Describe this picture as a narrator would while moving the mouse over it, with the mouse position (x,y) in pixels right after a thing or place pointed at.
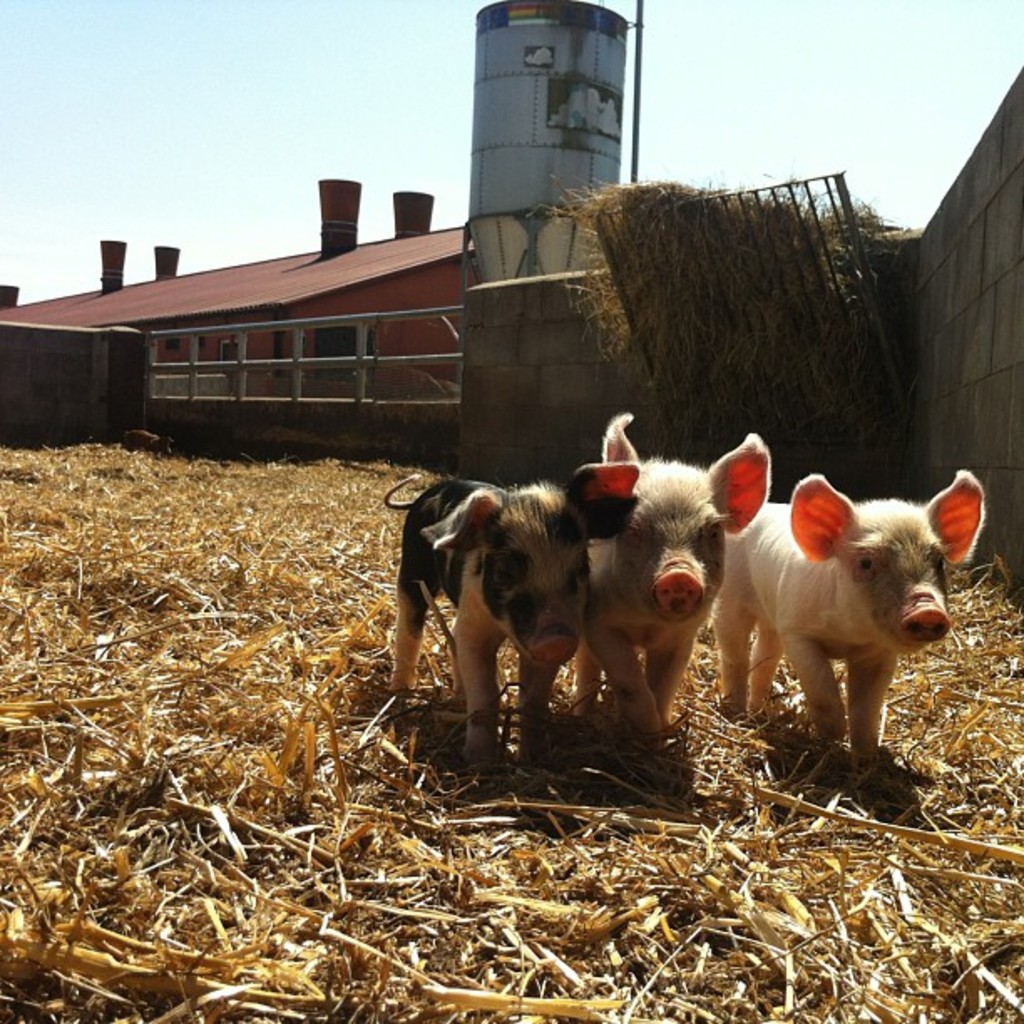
In this image we can see three pigs (494,591) on the straw stack (894,906) and to the side there is a wall (497,368) and there is a metal grill (678,316) with grass (676,294). In the background (294,303), we can see a house (135,322) and there is a sky (793,136) at the top (846,128).
